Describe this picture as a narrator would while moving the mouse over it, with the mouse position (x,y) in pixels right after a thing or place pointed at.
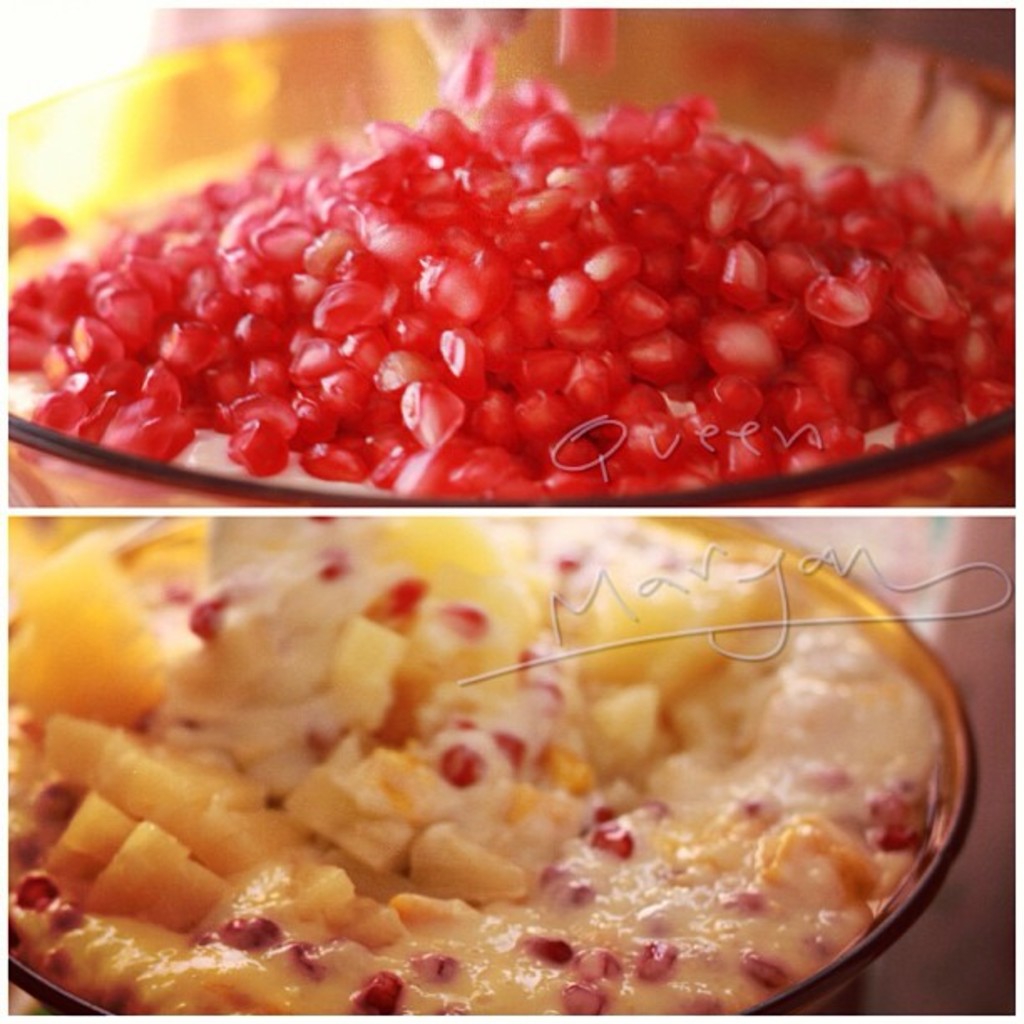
This is collage picture, in these pictures we can see fruits (781,873) and food (636,446) in bowls (717,60) and we can see some text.
